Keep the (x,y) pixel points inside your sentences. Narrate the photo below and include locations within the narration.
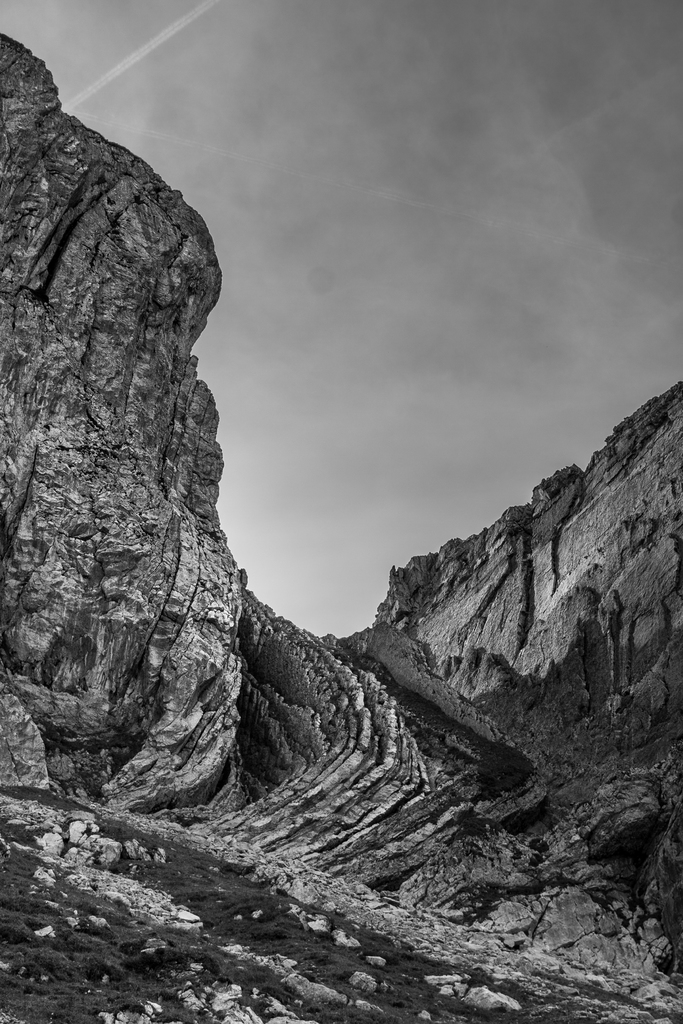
It is black and white image there is a huge rock hill (551,514) and there is a sloped surface (11,1009) in front of the rock hill (280,823).
